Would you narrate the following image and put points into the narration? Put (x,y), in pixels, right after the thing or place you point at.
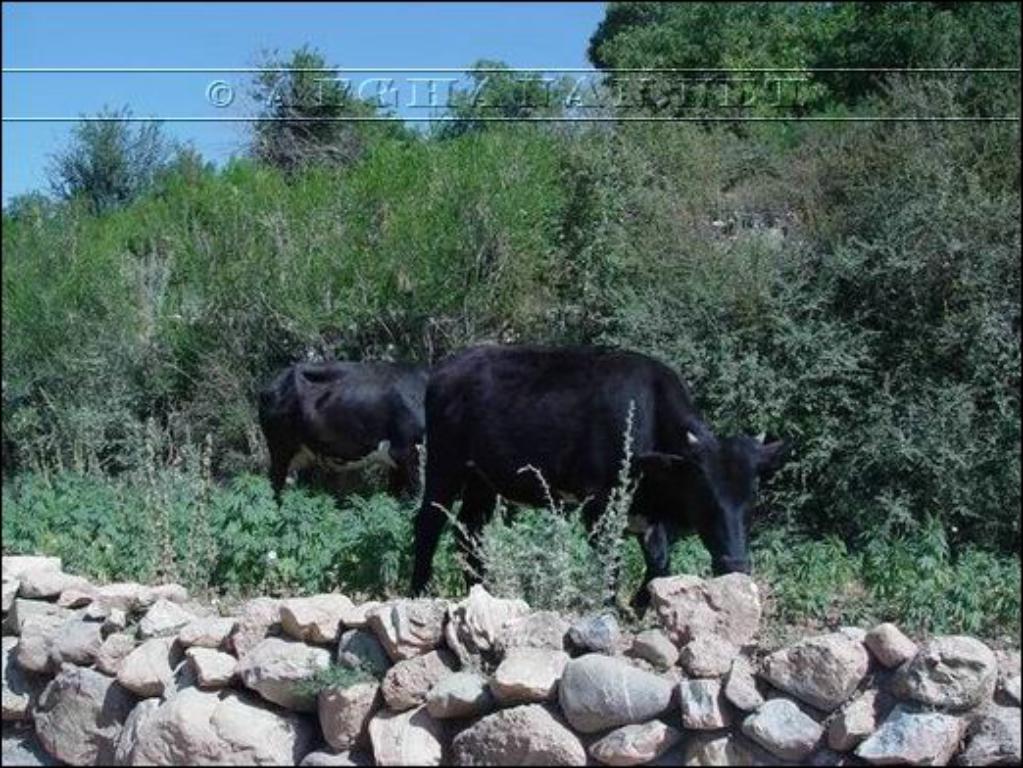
This image is taken outdoors. At the top of the image (206,47) there is the sky (429,49). In the background (842,449) there are many trees (870,459) and plants (409,261) with green leaves (394,533). In the middle of the image (447,406) there are two cows (399,425) on the ground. At the bottom of the image (62,662) there are a few stones (693,661).
